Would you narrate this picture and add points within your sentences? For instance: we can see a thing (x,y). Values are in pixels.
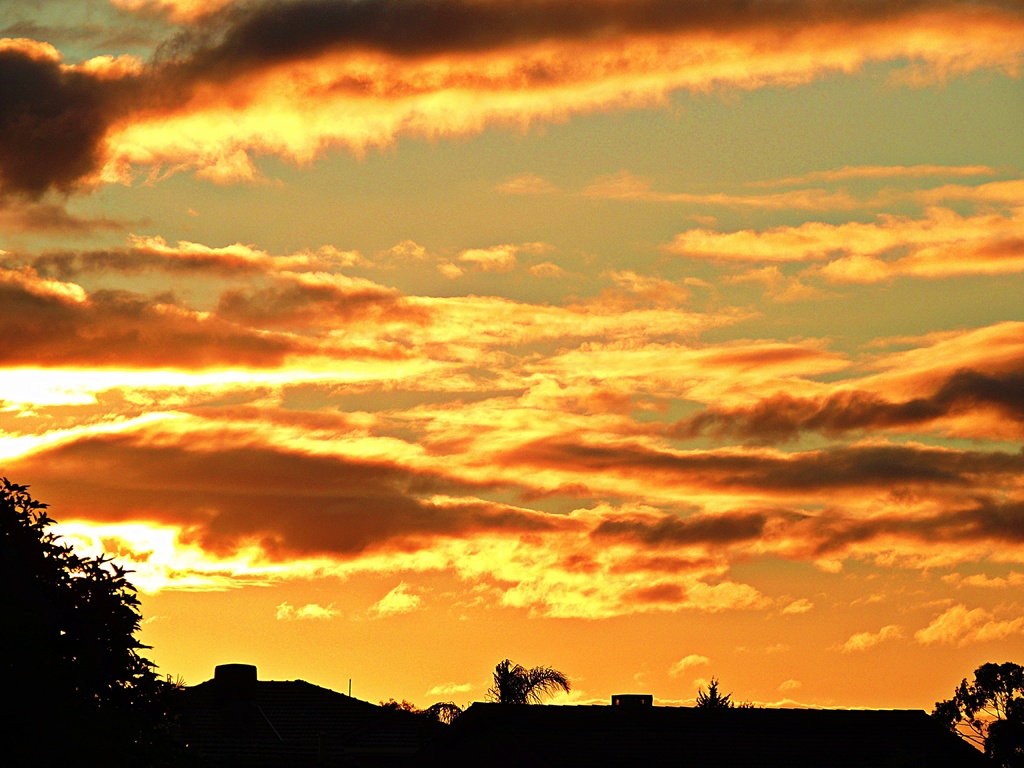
In this image I can see few trees (51,558). In the background (447,375) the sky (502,353) is in orange, yellow and gray color.
